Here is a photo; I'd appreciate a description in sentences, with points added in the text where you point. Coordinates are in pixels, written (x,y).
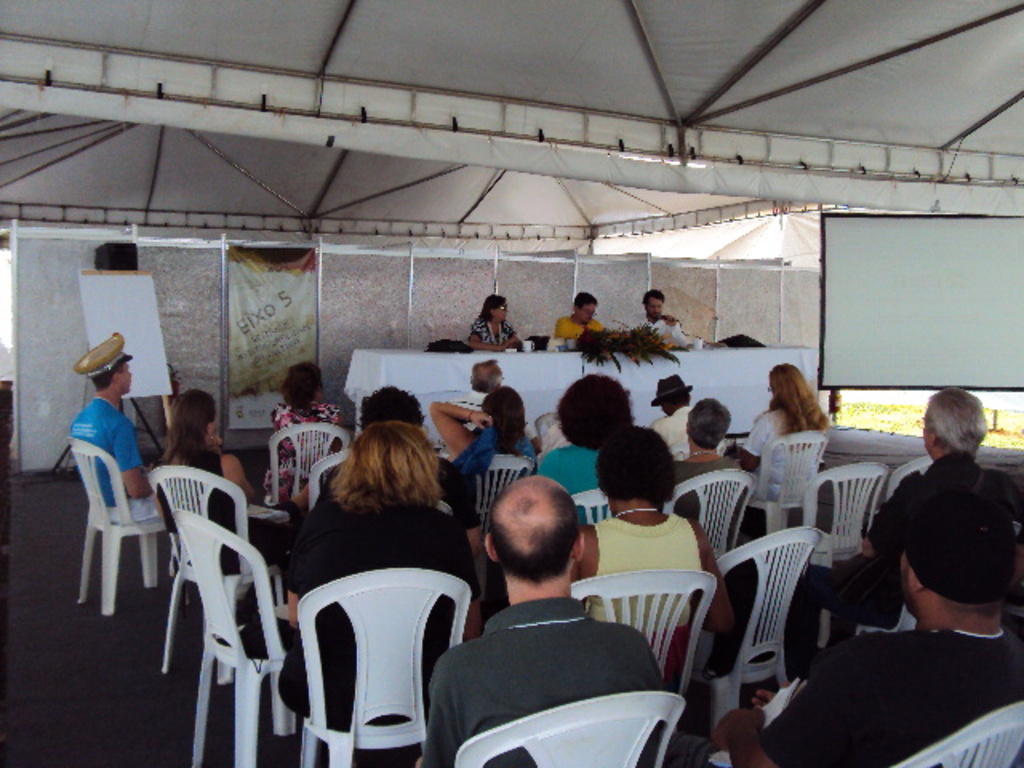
In the image we can see there are lot of people (618,523) who are sitting on chair (790,452) and few people (657,313) are sitting on stage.
